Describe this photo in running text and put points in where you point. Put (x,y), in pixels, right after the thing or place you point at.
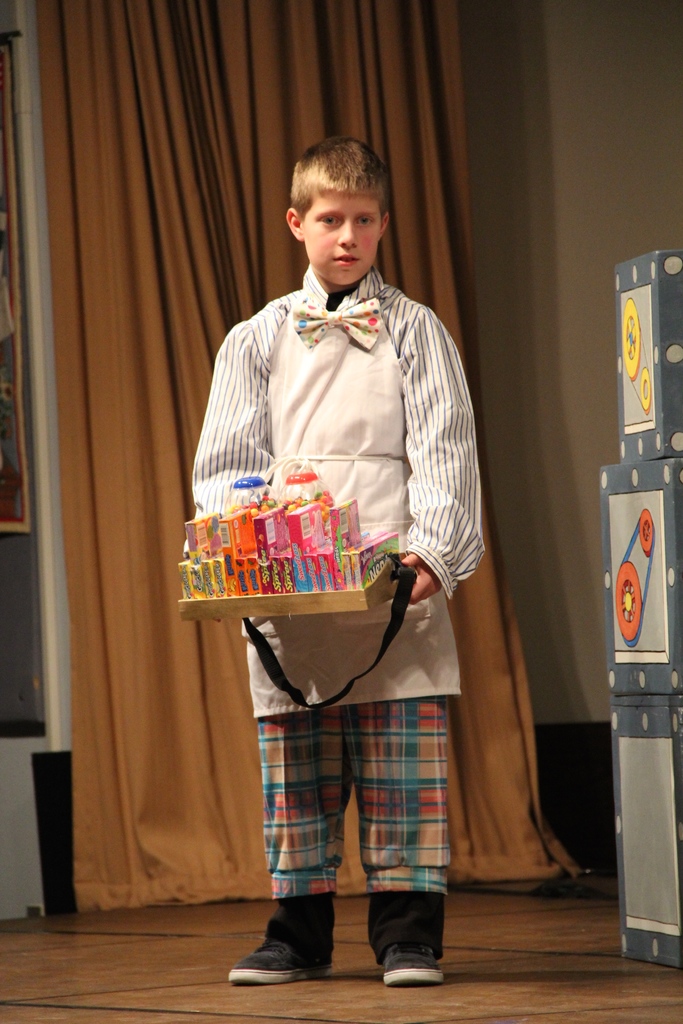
In this image in the center (347,471) there is one boy (304,797) standing, and he is holding one basket (294,610) and in the basket (345,596) there are some packets (292,545). And on the right side of the image (617,586) there are some boxes (627,531), and in the background (144,515) there is a curtain (73,343) and some objects (6,614) and wall (675,229). At the bottom (140,941) there is floor (466,941).
